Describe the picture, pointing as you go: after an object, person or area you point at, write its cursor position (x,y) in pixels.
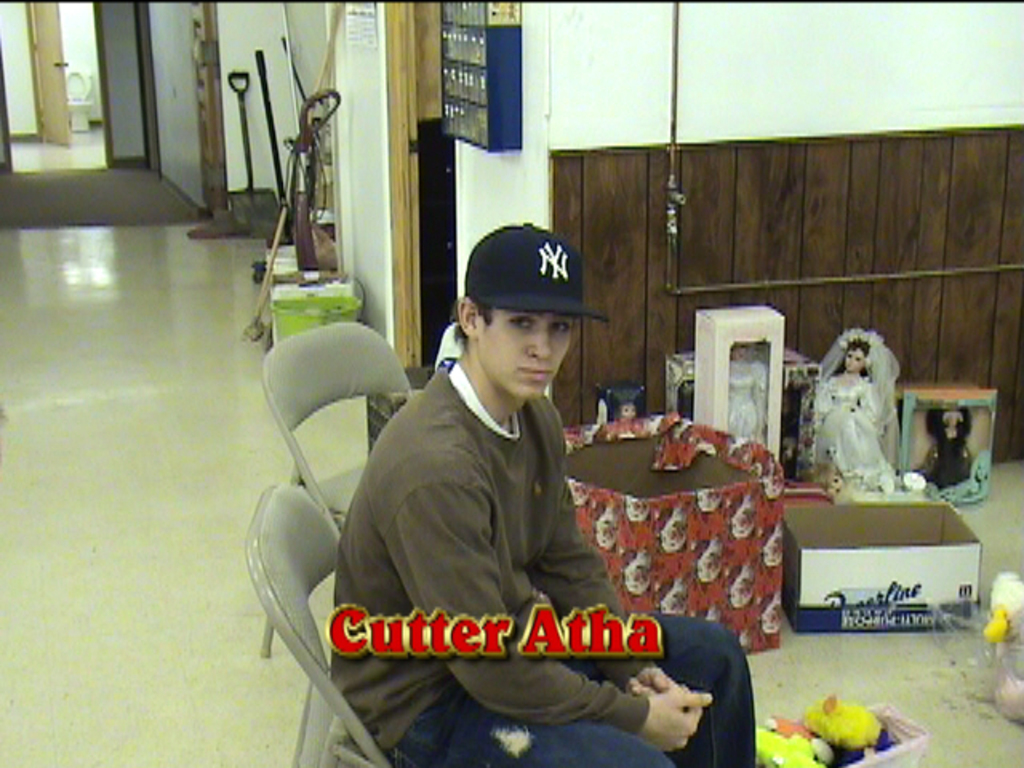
In this image I can see a man (433,398) is sitting on a chair (307,711) in the front (461,568). I can see he is wearing t shirt (424,566), jeans (522,741) and a cap (506,308). On the right side of this image (752,394) I can see few boxes (774,426), few dolls (846,477), few other toys (818,753) and behind him I can see an empty chair (351,343). In the background (306,261) I can see few tools (245,205) and a blue colour thing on the wall (582,3). On the bottom side of this image (578,650) I can see a watermark (633,636).
